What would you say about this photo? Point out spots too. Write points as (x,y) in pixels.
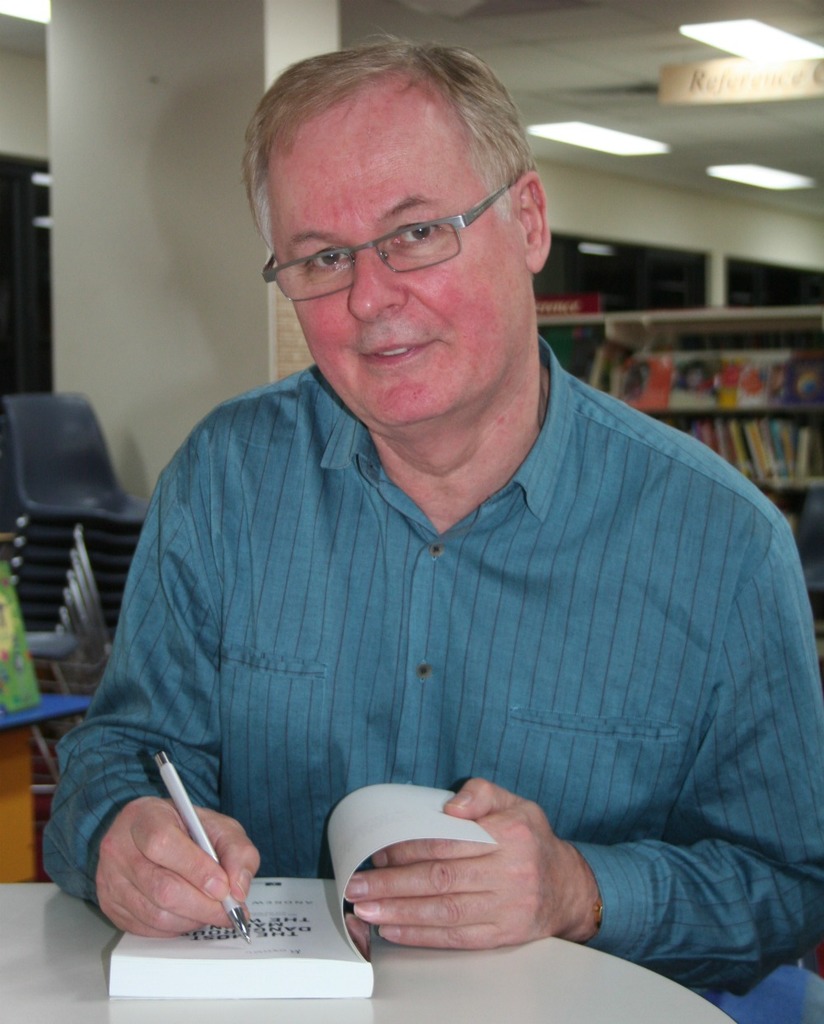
In this image we can see a man (509,539) is writing on the book (113,973) with a pen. Here we can see a table (388,947), chairs (32,608), pillar (53,126), racks (782,487), books (676,362), board (698,65), ceiling (610,80), and lights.
